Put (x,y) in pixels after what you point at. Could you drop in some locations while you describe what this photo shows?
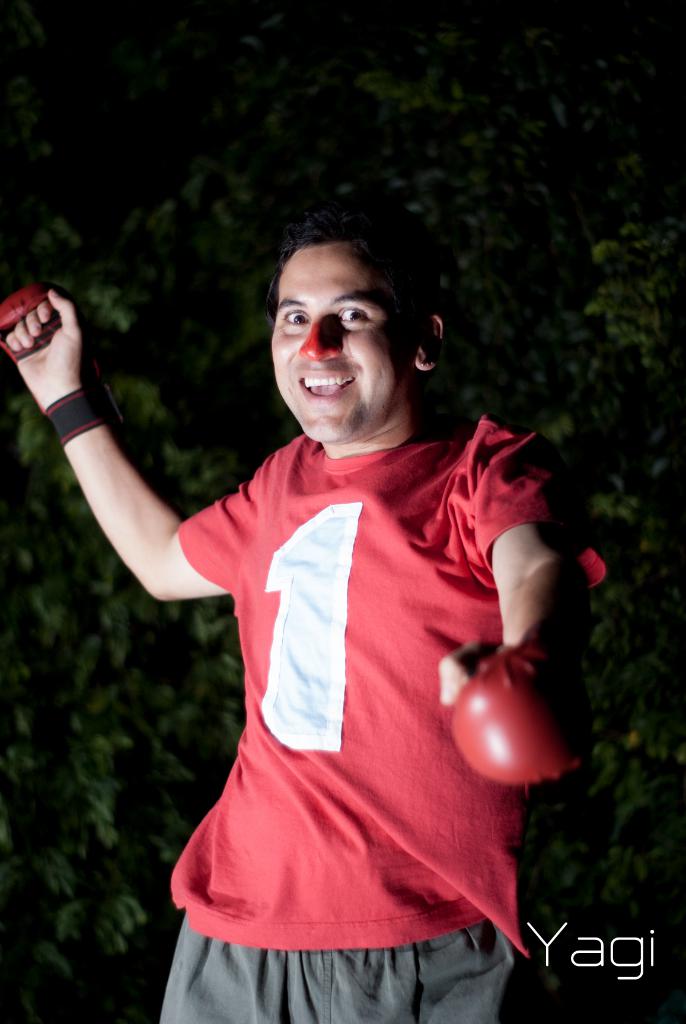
In the image we can see a man (327,718) standing, wearing clothes (246,756) and boxing gloves (488,704), and he is smiling. This is a watermark (638,943) and leaves (360,83).
